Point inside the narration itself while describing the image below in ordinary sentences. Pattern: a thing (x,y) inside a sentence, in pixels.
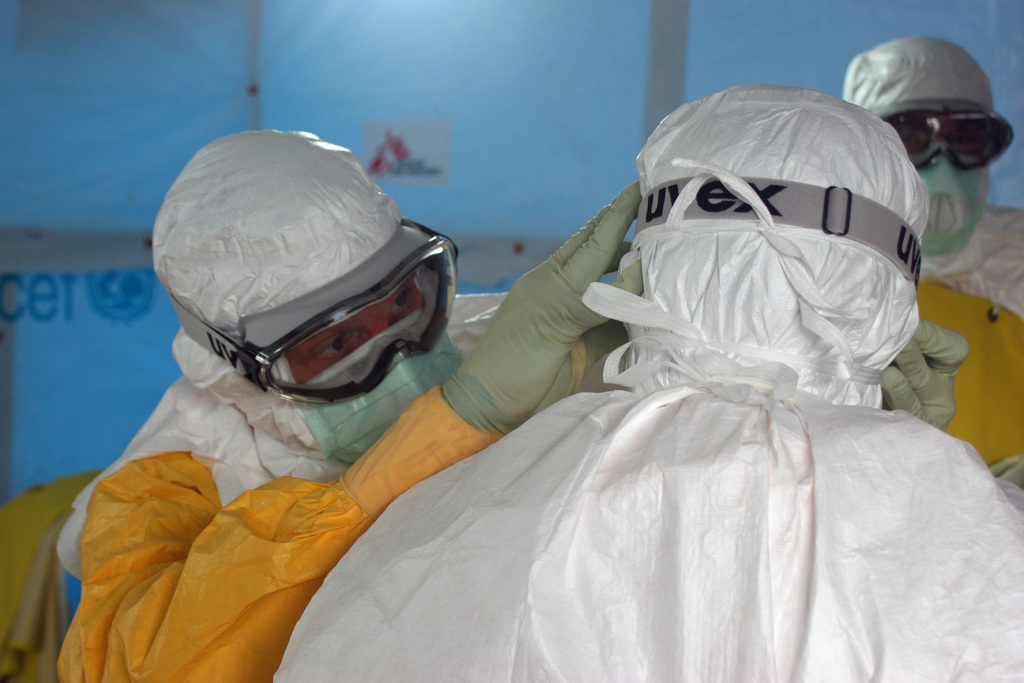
In this picture there is a man (287,428) standing and holding the object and there is a man (819,124) standing. At the back (120,82) it looks like a tent (220,70) and there is text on the tent (518,81).
